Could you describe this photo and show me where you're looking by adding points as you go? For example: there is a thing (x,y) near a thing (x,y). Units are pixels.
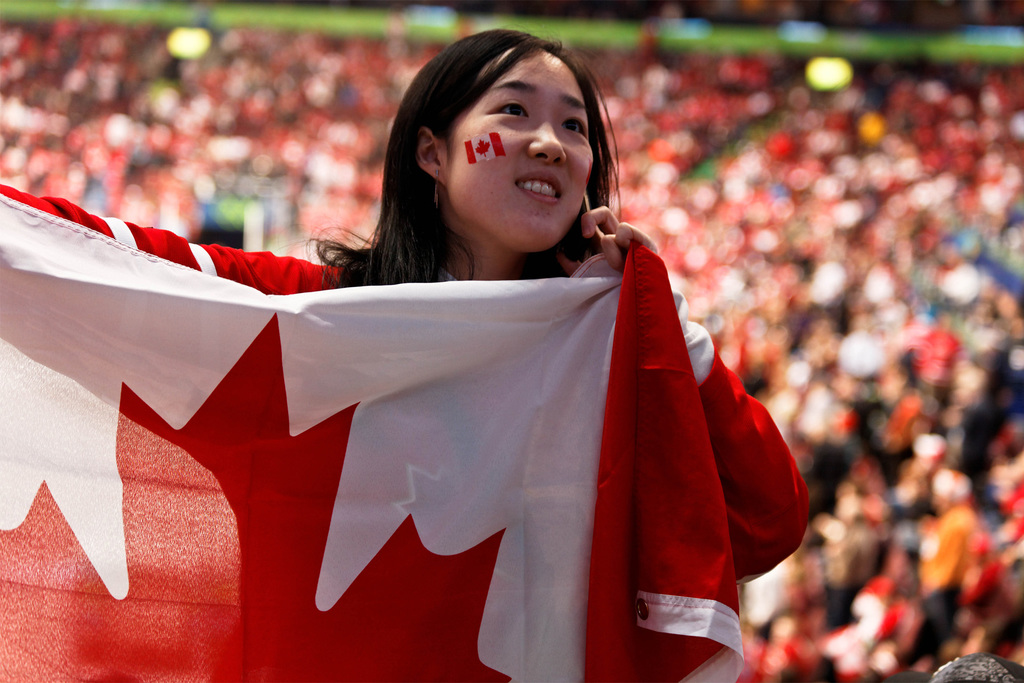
In this image, in the middle (478,250) there is a woman (476,230), she is standing and she is holding a red and white color cloth (279,484), at the background (853,430) there are some people (631,94) sitting.
